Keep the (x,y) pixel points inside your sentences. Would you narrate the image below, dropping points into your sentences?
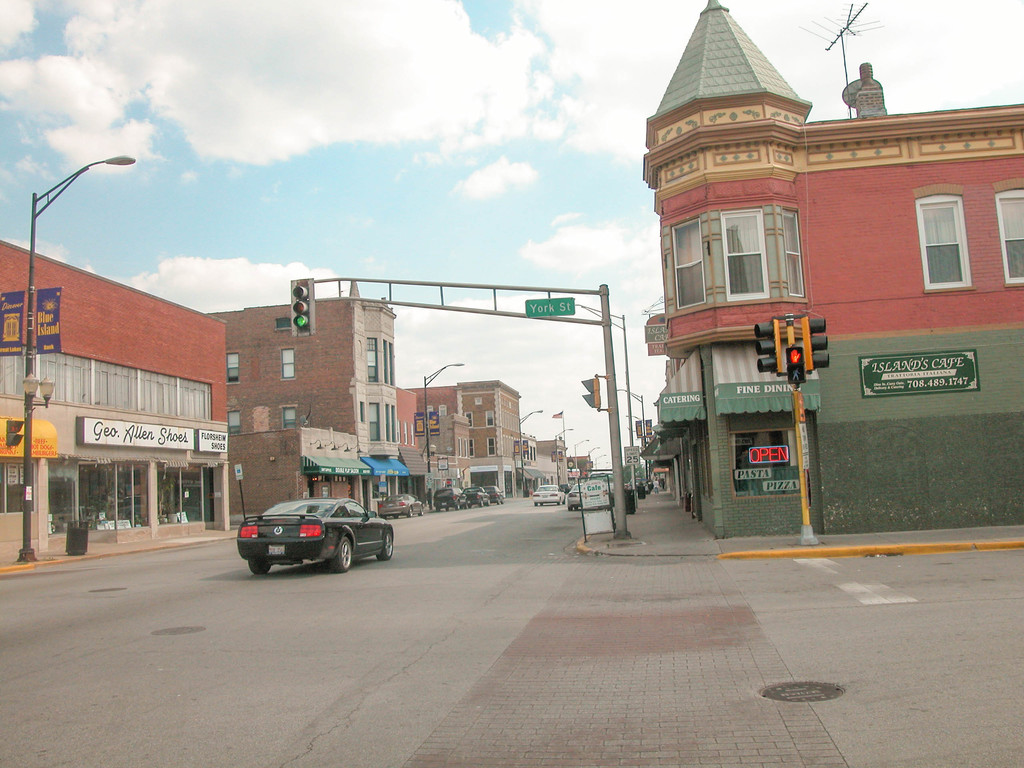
In this image we can see some buildings (121,510), street lights (565,432), traffic lights (303,311), name boards (612,515), road (494,518), vehicles (300,536) and other objects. In the background of the image (445,115) there is the sky (450,101). At the bottom of the image (588,727) there is the road (104,680).
